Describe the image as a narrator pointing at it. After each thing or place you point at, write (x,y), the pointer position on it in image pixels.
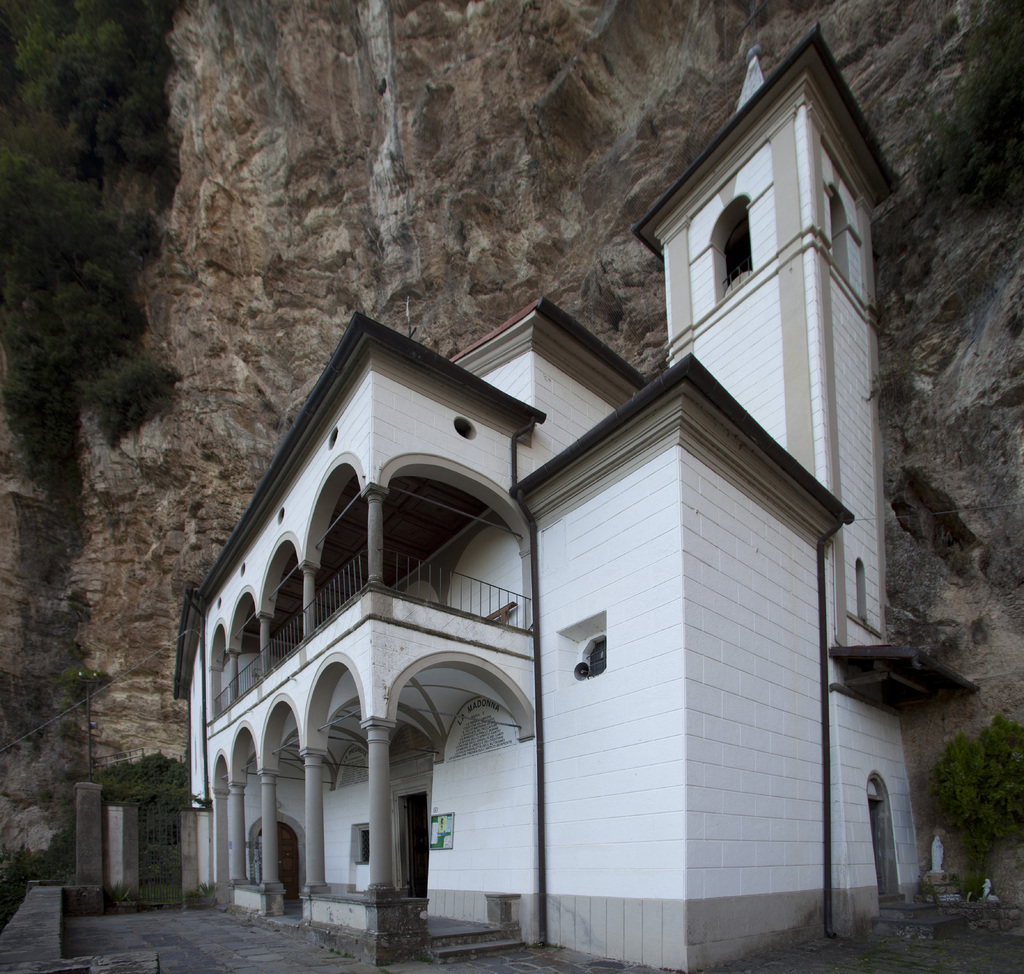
In this image I can see the building (658,633) in white and brown color. In the background (32,62) I can see few plants (9,373) and trees (68,389) in green color and I can also see the rock (279,238) in brown color.
